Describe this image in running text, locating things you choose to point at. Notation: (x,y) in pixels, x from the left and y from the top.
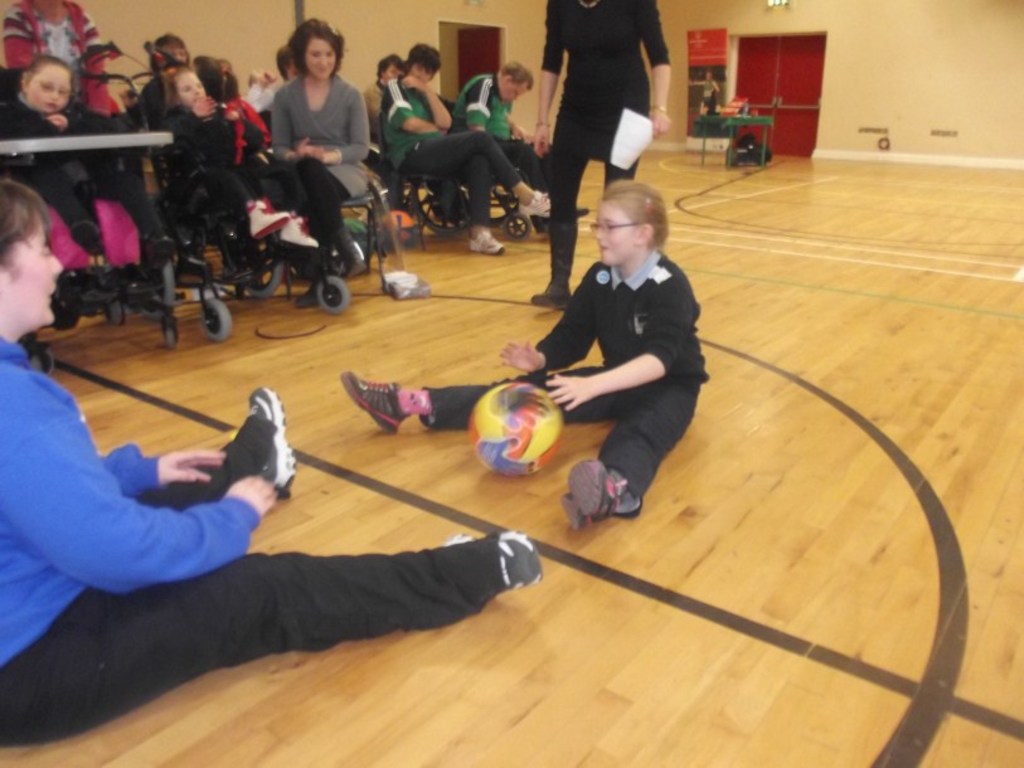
The picture is taken in a court (1001,341). In the foreground of the picture (458,430) there is a girl (621,420) and a woman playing with ball (524,412). Towards left (323,240), at the top (252,210) there are kids (198,106) and women (337,130) sitting in wheelchairs (168,178). In the background (661,14) there are doors (761,83), table (744,134), hoarding (694,60) and wall (359,53).
